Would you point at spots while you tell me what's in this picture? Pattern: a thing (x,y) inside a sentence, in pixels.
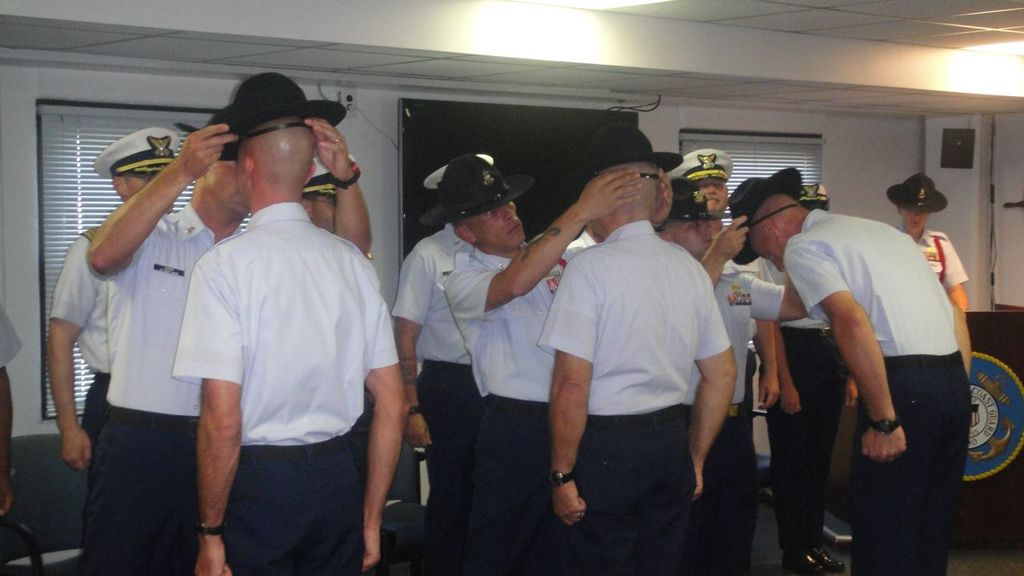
In this picture I see number of people (695,306) who are standing in front (344,276) and I see that all of them are wearing same uniform (376,281). In the background (22,228) I see the wall (411,87) and I see the lights (591,45) on the ceiling (462,45).
